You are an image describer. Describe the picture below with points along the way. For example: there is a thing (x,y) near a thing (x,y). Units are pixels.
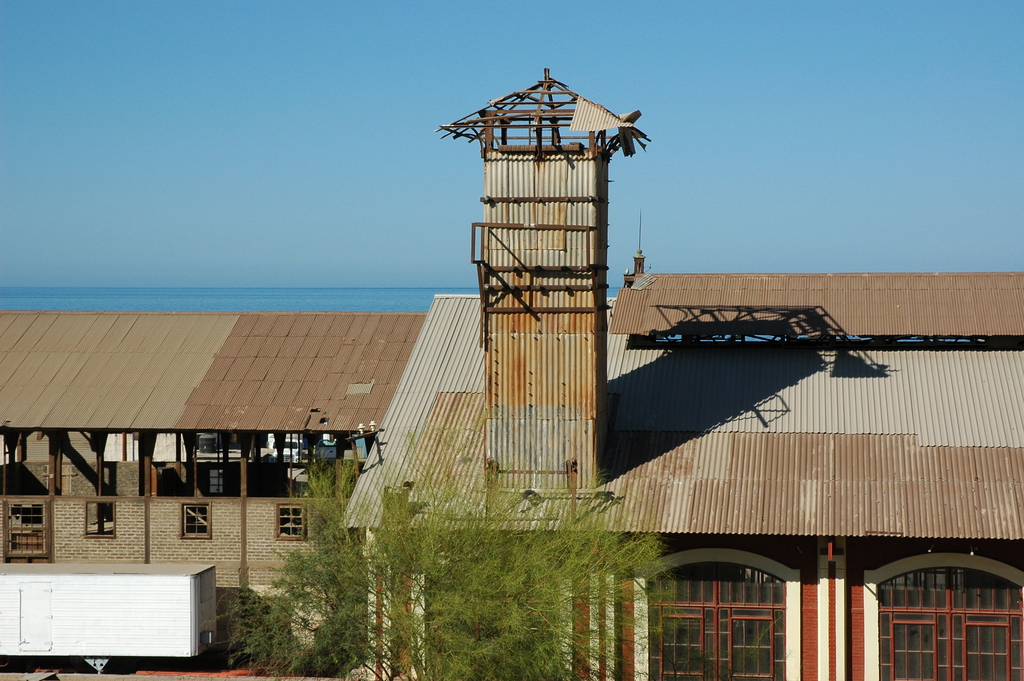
In this image I can see the sheds (451,413). In-front of the sheds (169,476) I can see container (156,640) and the trees (455,588). In the background (308,282) I can see the blue sky (354,102).
